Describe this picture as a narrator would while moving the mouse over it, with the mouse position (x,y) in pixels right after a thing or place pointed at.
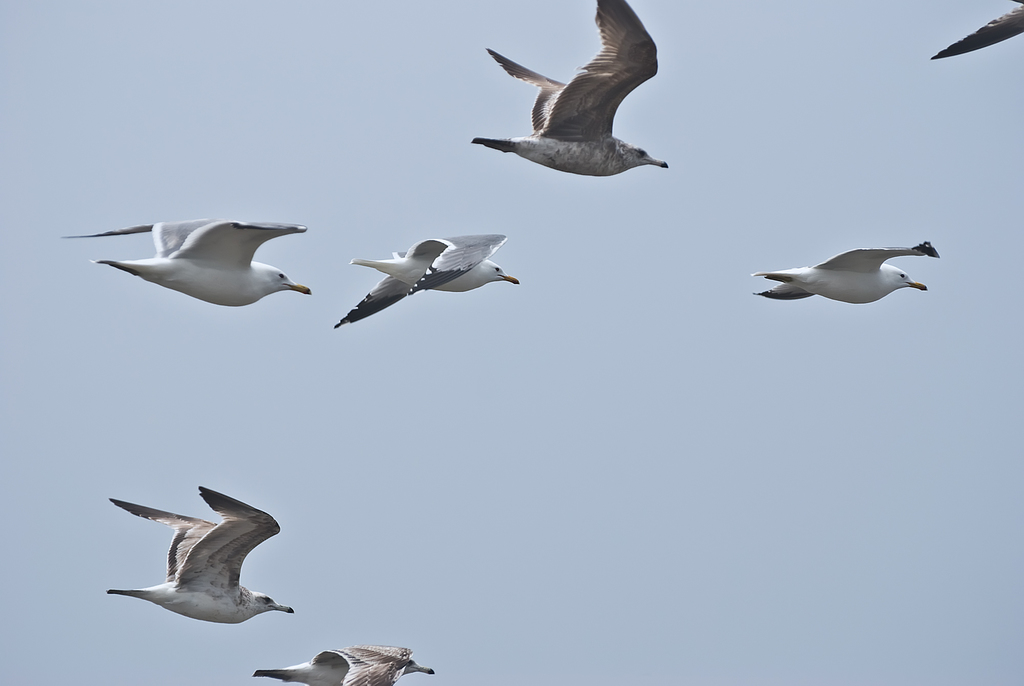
This picture is clicked outside the city. In the center (425,269) we can see the group of birds (618,98) flying in the air (710,305). In the background (692,411) there is a sky (693,467).
